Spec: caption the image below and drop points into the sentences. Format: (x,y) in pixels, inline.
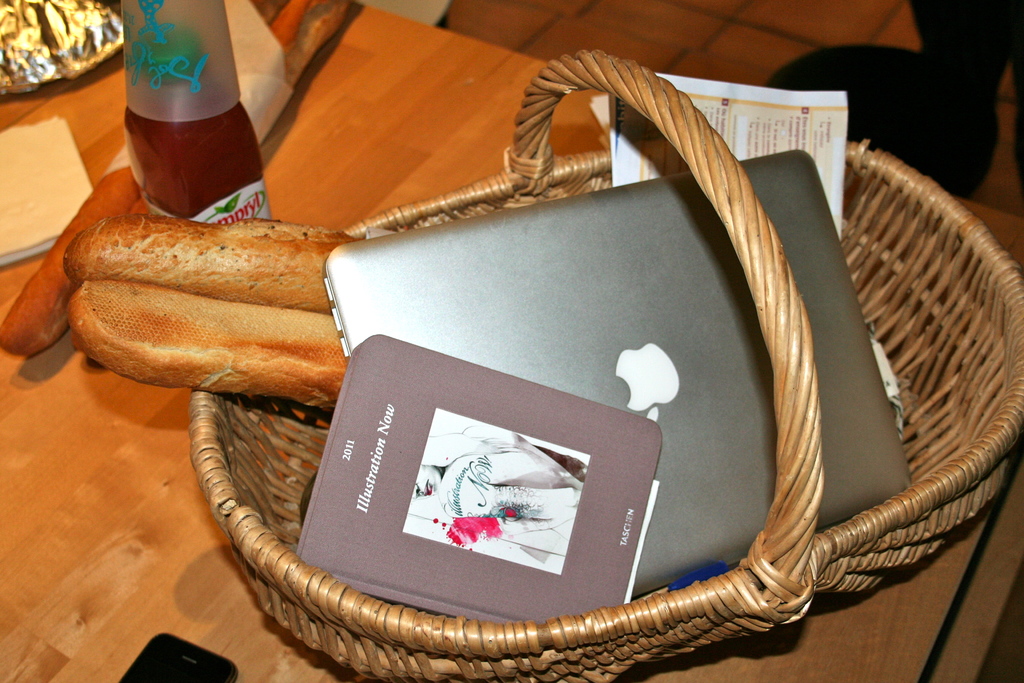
In this image there is a basket (223,525) on the table (187,540). In the basket (267,524) there is a laptop (568,313), book (496,476), paper (628,143) and two baguettes (241,323) in it. Beside the basket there is a glass bottle (187,171) on which there is a glass (167,65). On the left side (35,30) top there is a silver cover (63,37). Beside it there are papers (44,202). At the bottom (156,661) there is a mobile phone (137,658). Beside the glass bottle (163,162) there is a baguette (40,307).
